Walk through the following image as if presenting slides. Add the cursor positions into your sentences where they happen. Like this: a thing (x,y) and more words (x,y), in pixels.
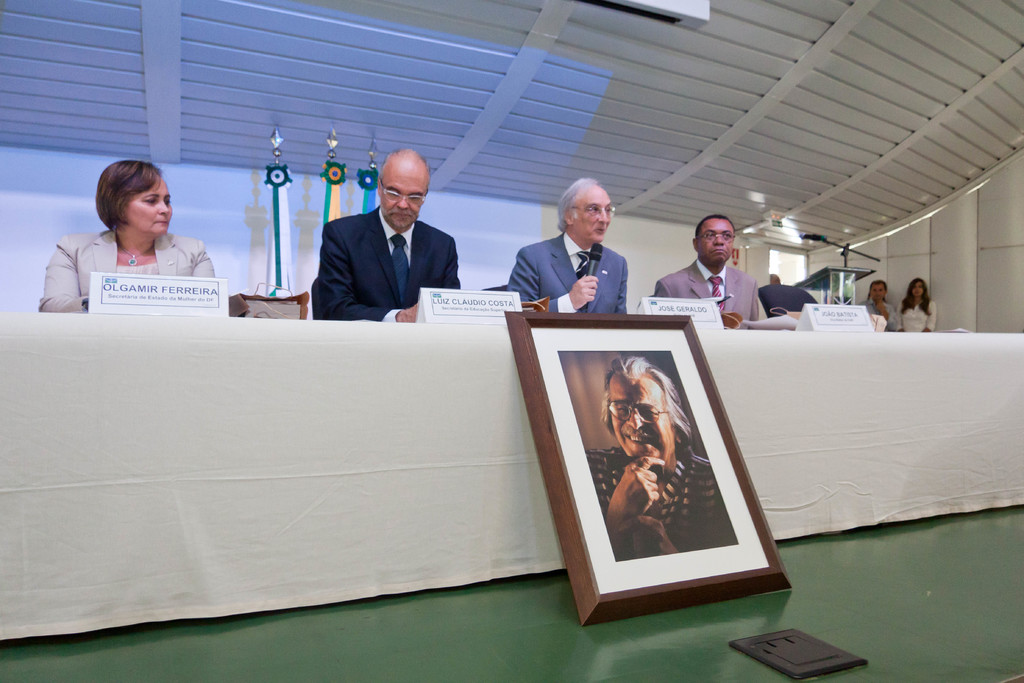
As we can see in the image there is a white color wall (495,248), four people (154,256) sitting on chairs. In front of them there is a table (327,327). On table (292,330) there is book (264,302), posters (218,300) and a paper (752,324). In front of them there is photo frame (591,380) and the floor (952,572) is in green color.
